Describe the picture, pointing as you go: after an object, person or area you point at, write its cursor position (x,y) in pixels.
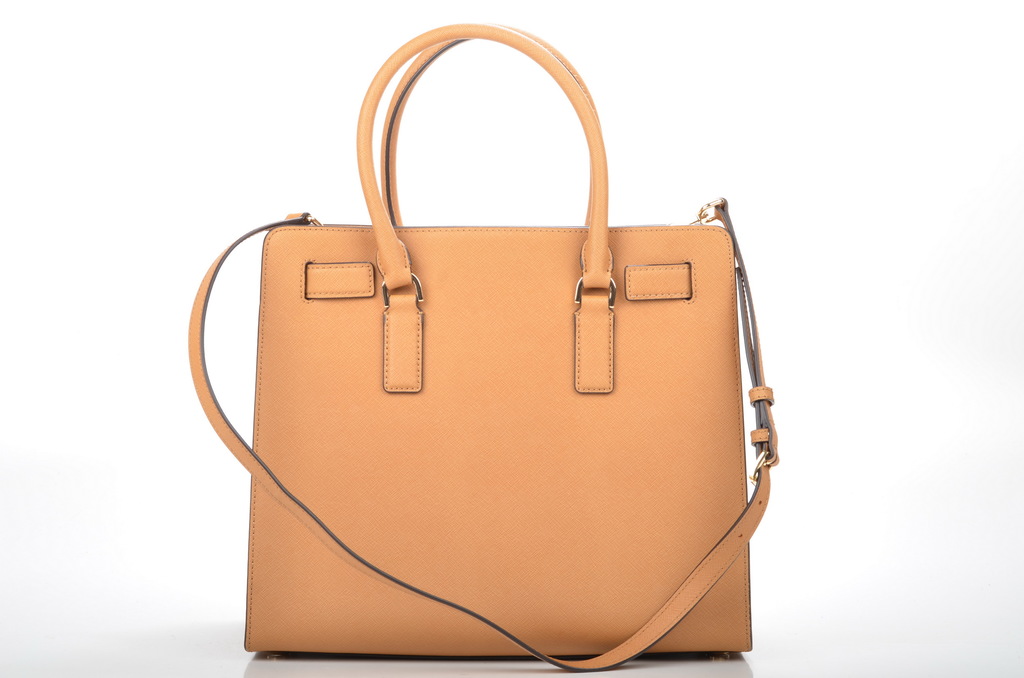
There is a handbag (528,348).
